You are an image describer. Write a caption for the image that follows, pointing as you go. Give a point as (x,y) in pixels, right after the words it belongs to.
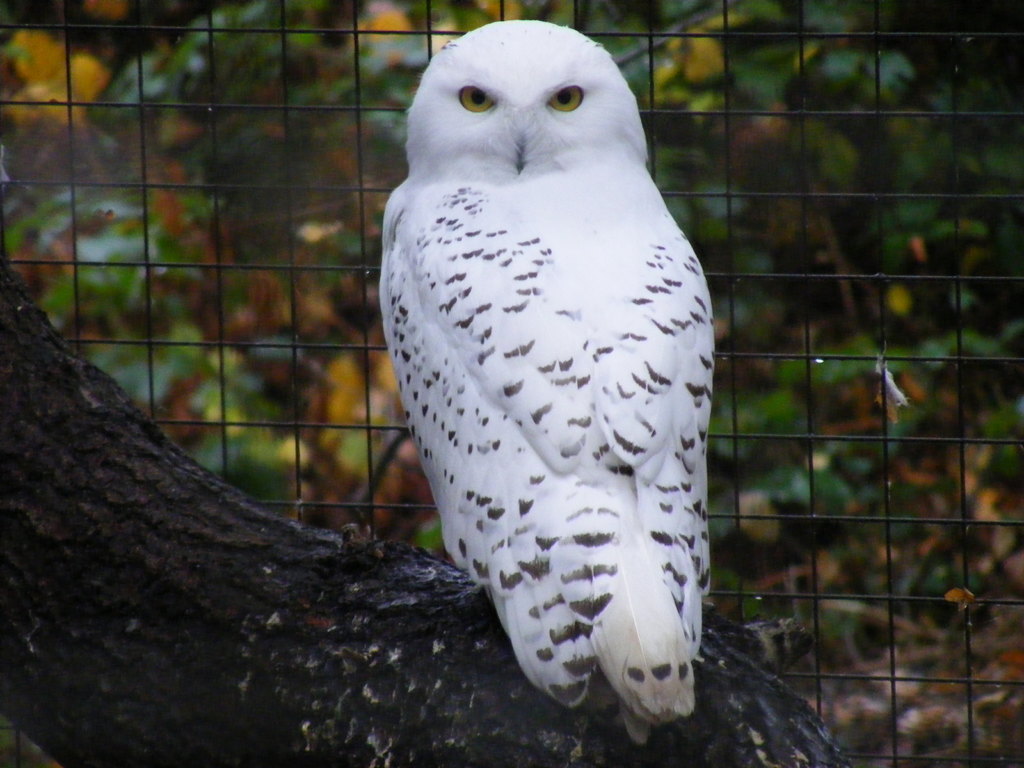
In this image there is a tree trunk (218,637) towards the bottom of the image (130,606), there is a white owl (534,274), there is a fence (220,288), at the background of the image (277,293) there are trees (262,231).
